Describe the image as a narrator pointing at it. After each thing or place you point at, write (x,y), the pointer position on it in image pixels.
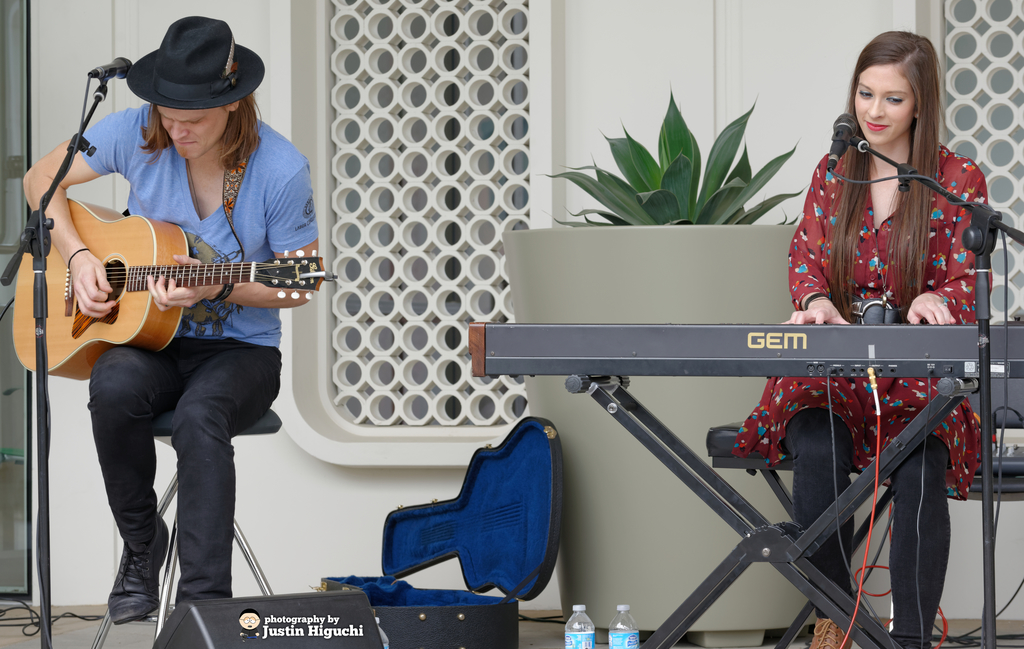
In this image there are two persons (269,201). At the left side of the image (246,256) there is a person (259,243) wearing blue color T-shirt (266,214) and black color hat (141,87) playing a guitar (168,257) in front of him there is a microphone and at the right side of the image (753,419) there is a lady person (824,256) wearing red color dress (874,243) playing piano (890,337) and in front of her there is a microphone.
